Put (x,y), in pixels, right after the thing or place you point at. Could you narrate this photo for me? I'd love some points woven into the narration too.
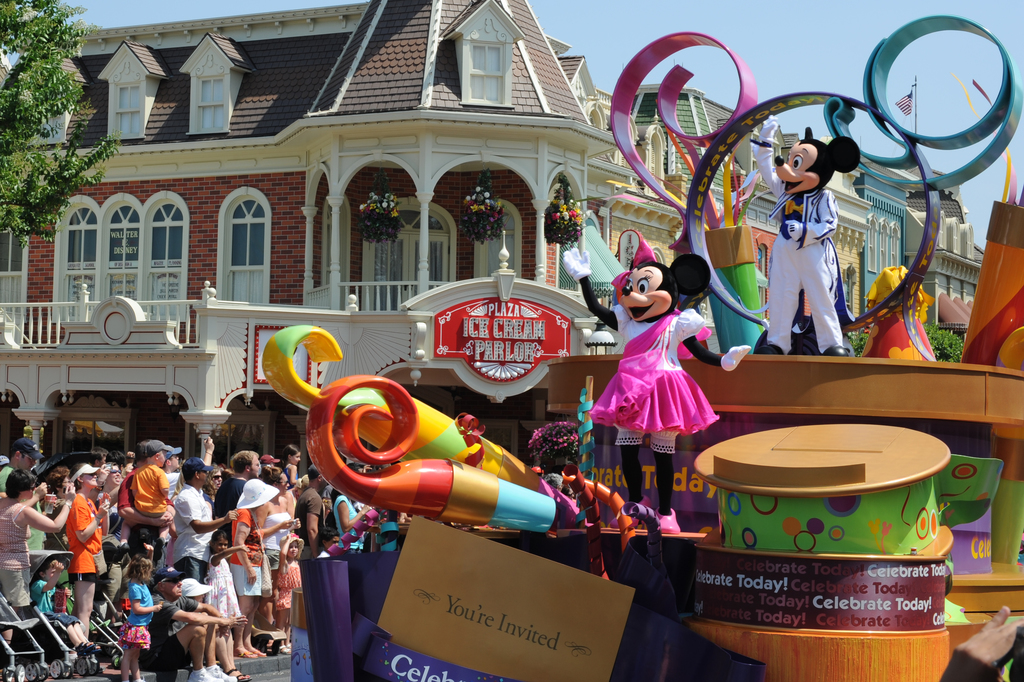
In this image I can see the group of people (157,563) with different color dresses (189,534). I can see few people (143,473) are wearing the caps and few people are sitting on the strollers (99,628). To the right (741,467) there are many toys (592,503) and boards (526,676) which are colorful. In the background (643,229) I can see the building (386,162) with windows (221,84). I can also see the flowers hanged to the building (342,92). To the left (33,118) I can see the tree (35,96). I can also see the sky (828,46) in the back (761,82).
